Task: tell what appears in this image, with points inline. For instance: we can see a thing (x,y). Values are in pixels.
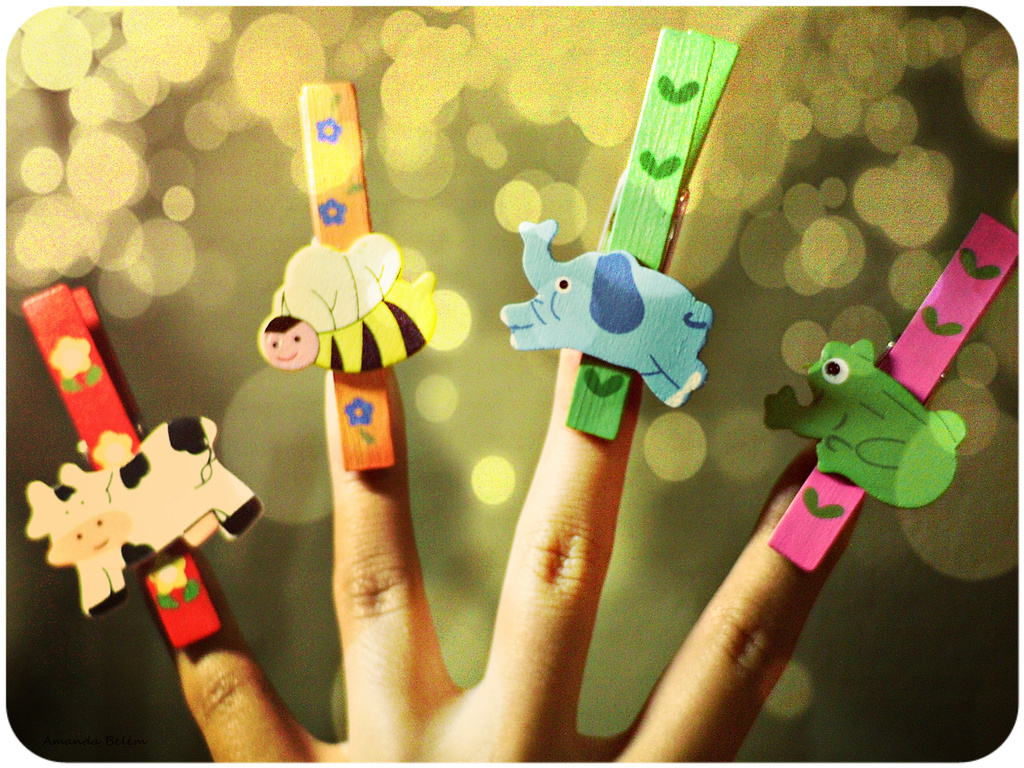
In the image there are fingers (343,577) of a person (575,623) and there are some objects (352,351) attached to the fingers (363,510).
